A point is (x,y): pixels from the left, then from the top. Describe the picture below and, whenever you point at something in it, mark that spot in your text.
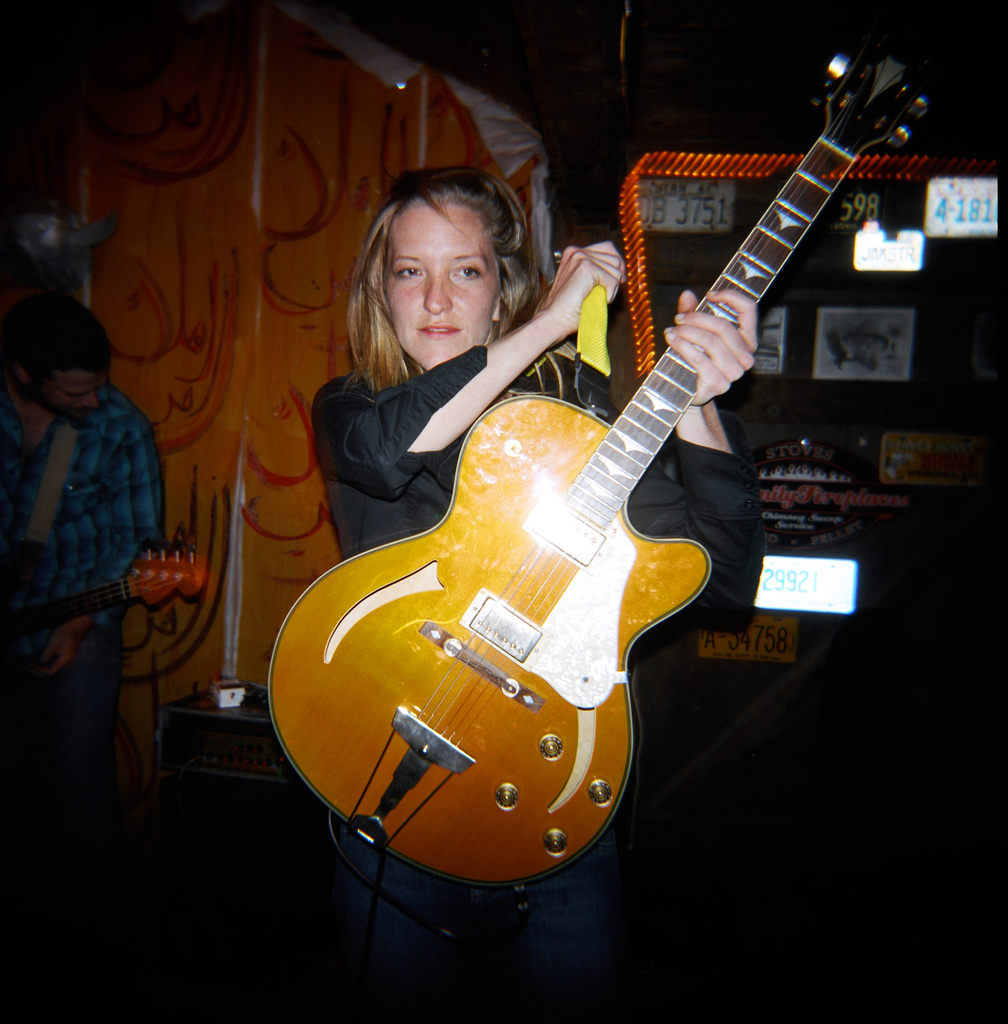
In this image i can see a person (444,325) holding a guitar (548,575) and left side (81,593) i can see a person (81,579) holding a guitar (136,576), back side of the woman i can see a numbers (888,254) on the wall (791,423).
